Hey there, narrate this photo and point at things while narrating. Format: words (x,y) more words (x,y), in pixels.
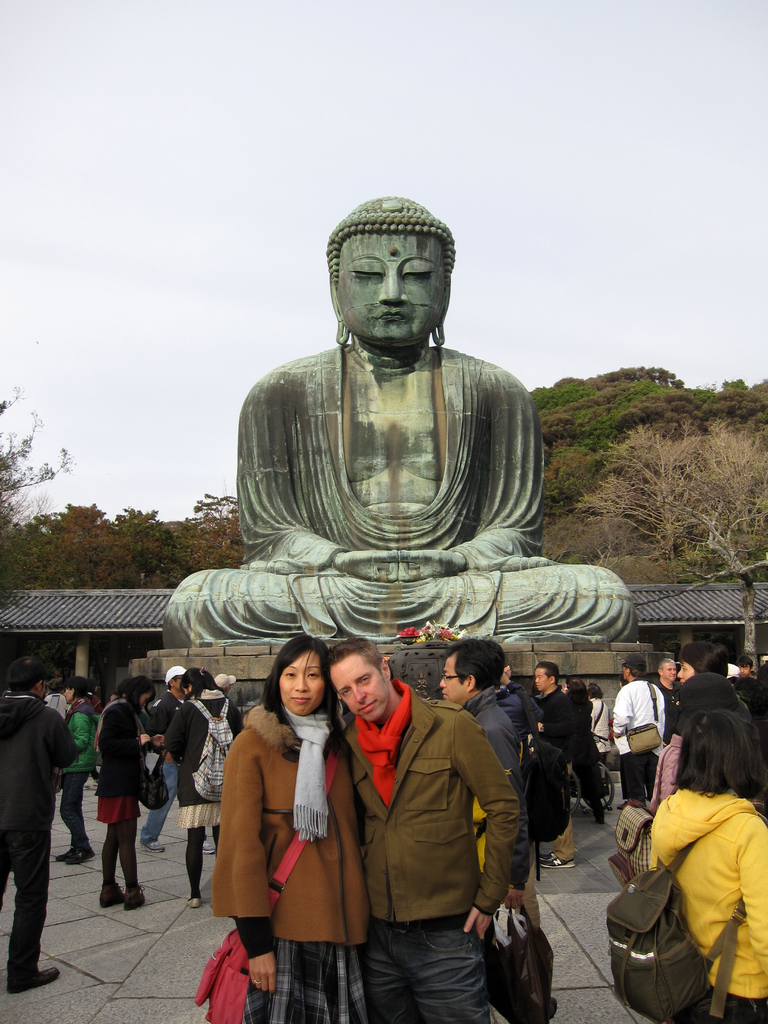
In this picture we can see a group of people (287,766) are standing on the path (71,976) and behind the people (260,732) there is a statue (339,548), trees (47,558) and a sky (251,270).
